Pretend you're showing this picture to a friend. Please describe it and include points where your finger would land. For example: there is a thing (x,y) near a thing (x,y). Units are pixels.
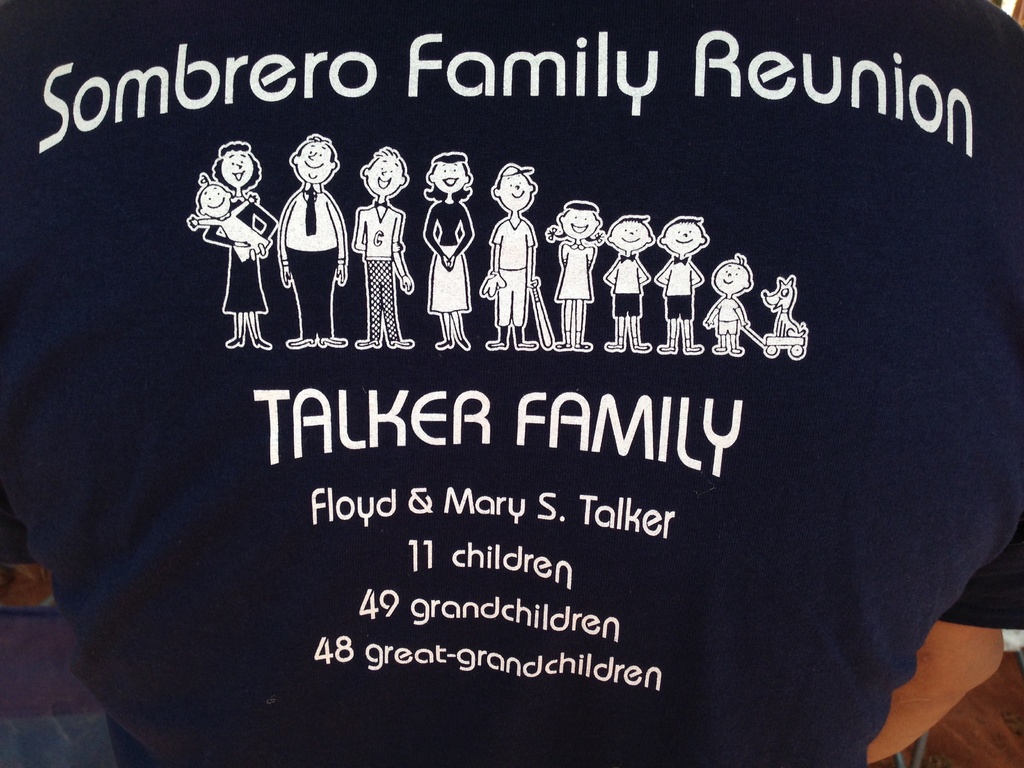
In this image in the center (371,394) there is a person (608,506) standing wearing a black t-shirt (688,479) and there is some text (479,431) on the t-shirt (501,274) with images (571,279).
